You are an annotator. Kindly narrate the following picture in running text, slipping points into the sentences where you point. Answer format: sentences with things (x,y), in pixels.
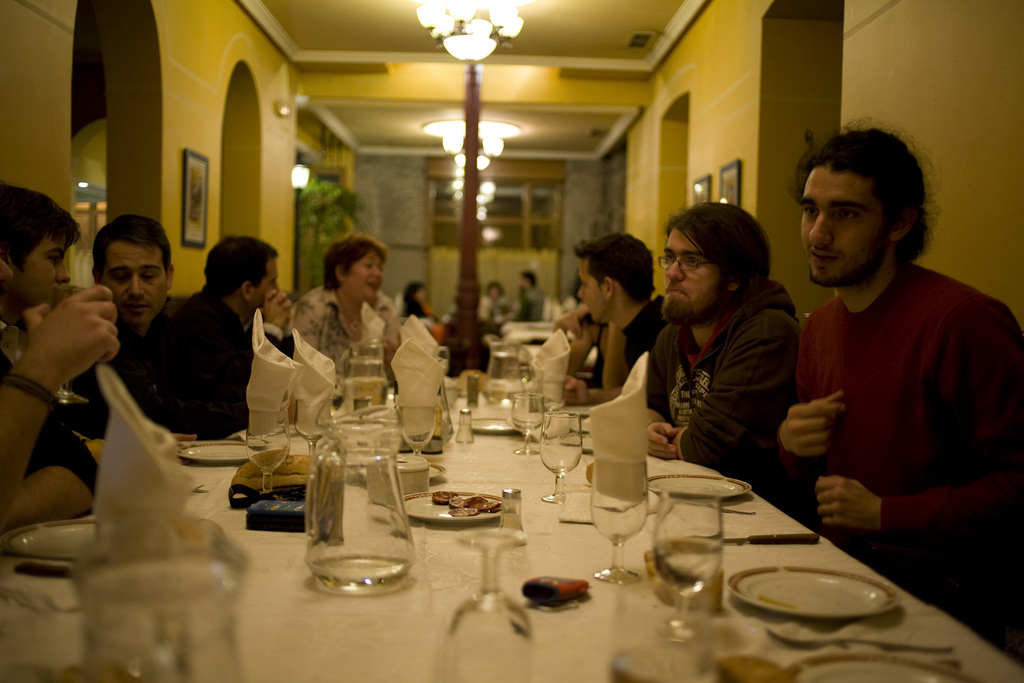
This picture is taken in a restaurant (574,29). Here, we see many people (64,333) sitting on chair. In front of the picture, we see a table (383,604) on which jar (353,508), glass (575,467), plate (793,587), fork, spoon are placed on it and on background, we see other dining table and behind that, we see a wall (387,213) which is grey in color and on the left of the picture (215,185), we see a wall (166,157) which is yellow in color and on wall (179,202), we see photo frame (185,204). On the right (736,186) side, we see two photo frames (730,199) on the wall (690,175).
